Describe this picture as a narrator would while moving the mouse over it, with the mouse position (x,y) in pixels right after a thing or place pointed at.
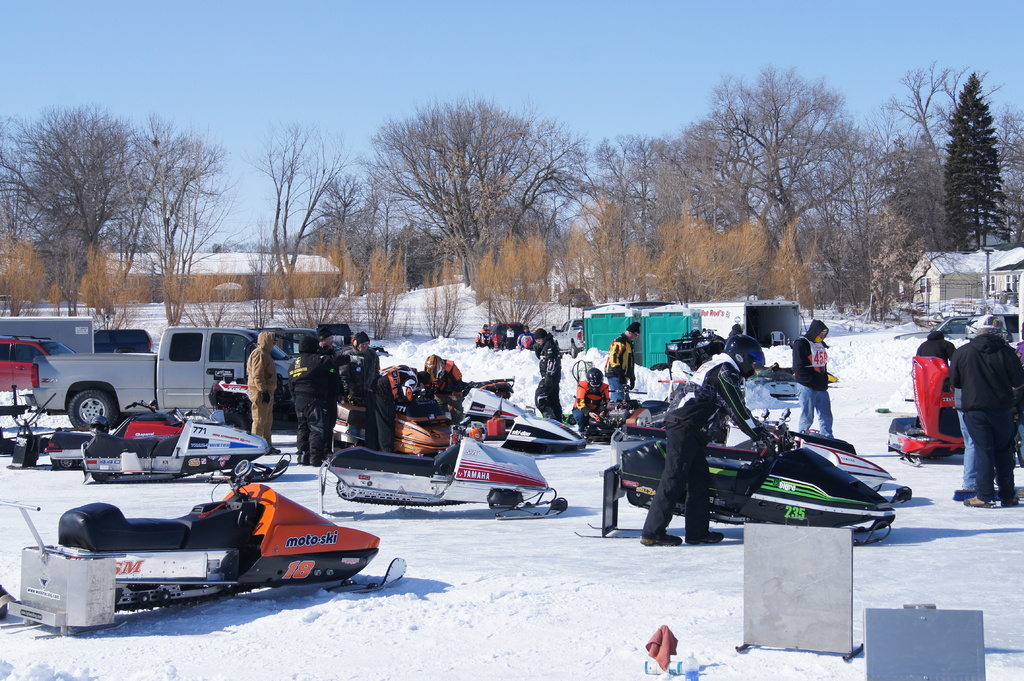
In this image, we can see snow (585,621) on the ground (567,544), we can see some snowmobiles (864,474), there are some people (700,415) standing, we can see some cars (97,361), there are some trees (17,208), at the top (331,63) we can see the blue sky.
